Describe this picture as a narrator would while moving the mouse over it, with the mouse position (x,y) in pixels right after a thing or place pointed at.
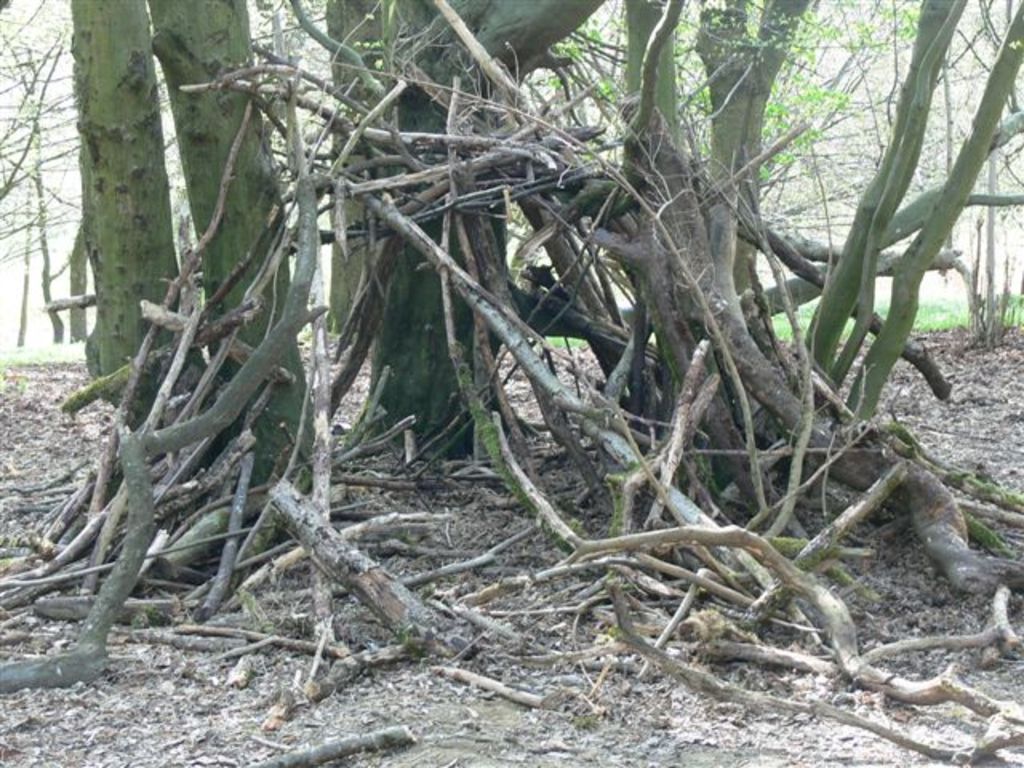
In this picture we can see some trees (774,41), at the bottom (520,736) there is wood sawdust (178,675), we can see some sticks (756,345) in the middle (629,366).
